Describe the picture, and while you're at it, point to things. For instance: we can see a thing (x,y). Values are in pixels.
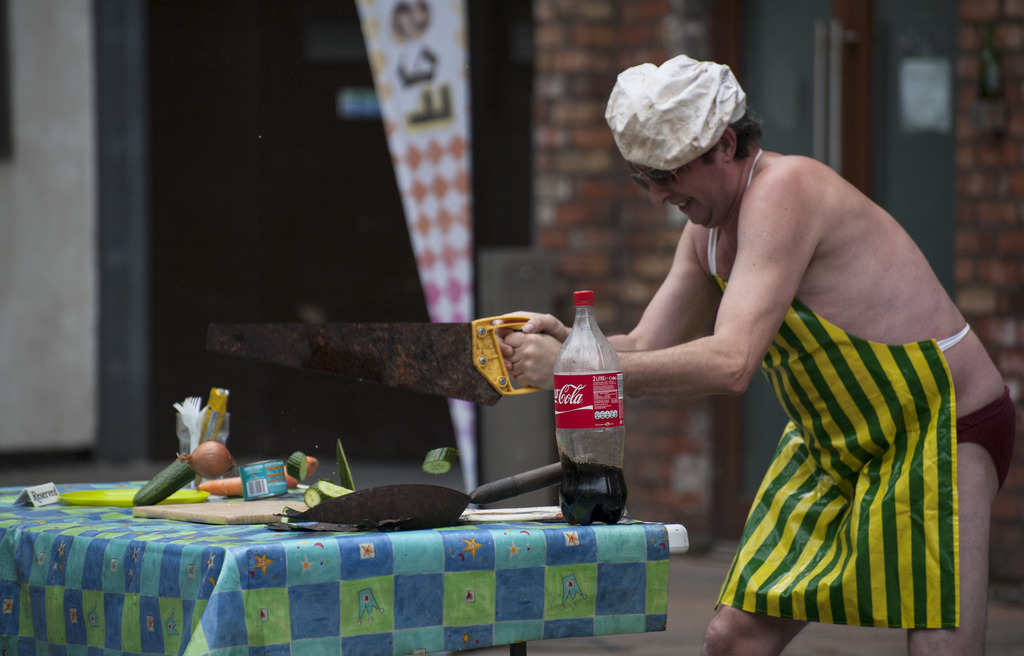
In this image in the center (598,434) there is a table (312,545) and on the table (282,567) there is a bottle (582,440) and there are vegetables (220,487), there is a board (40,500) with some text (45,498) written on it and there is a chopping board (251,508), there is an object (417,500) which is black in colour and on the right side (790,337) there is a person (863,335) standing and holding a saw (471,356) in his hand (550,357). In the background (615,148) there is a wall (70,163) and there is a board (442,139) with some text (443,116) written on it.
